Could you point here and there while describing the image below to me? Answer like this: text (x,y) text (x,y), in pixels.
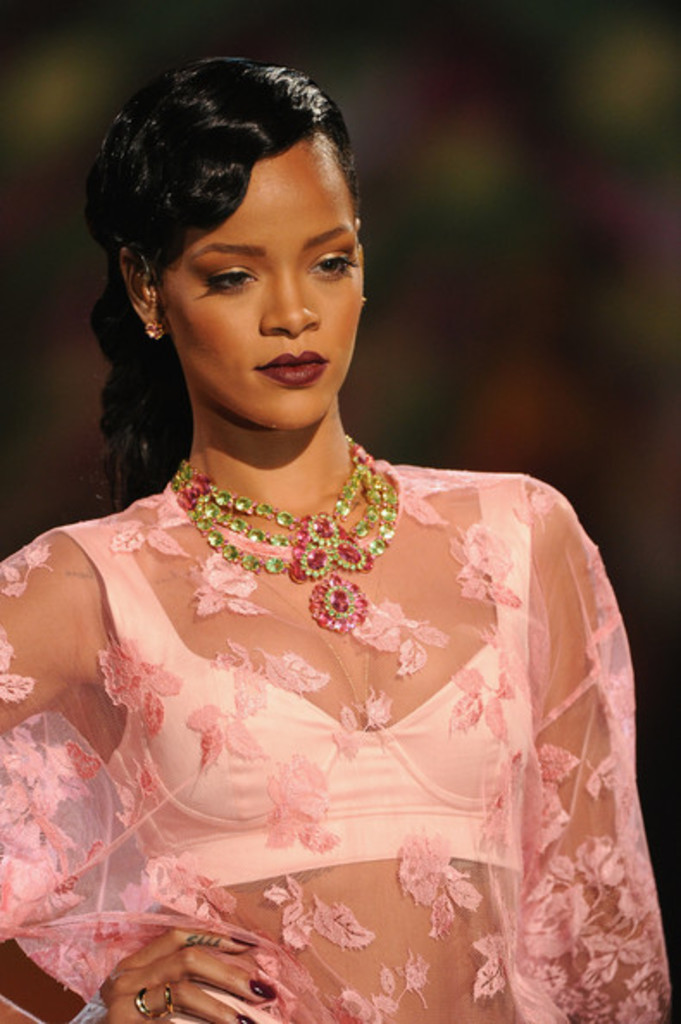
In this image there is a woman (311,829).
